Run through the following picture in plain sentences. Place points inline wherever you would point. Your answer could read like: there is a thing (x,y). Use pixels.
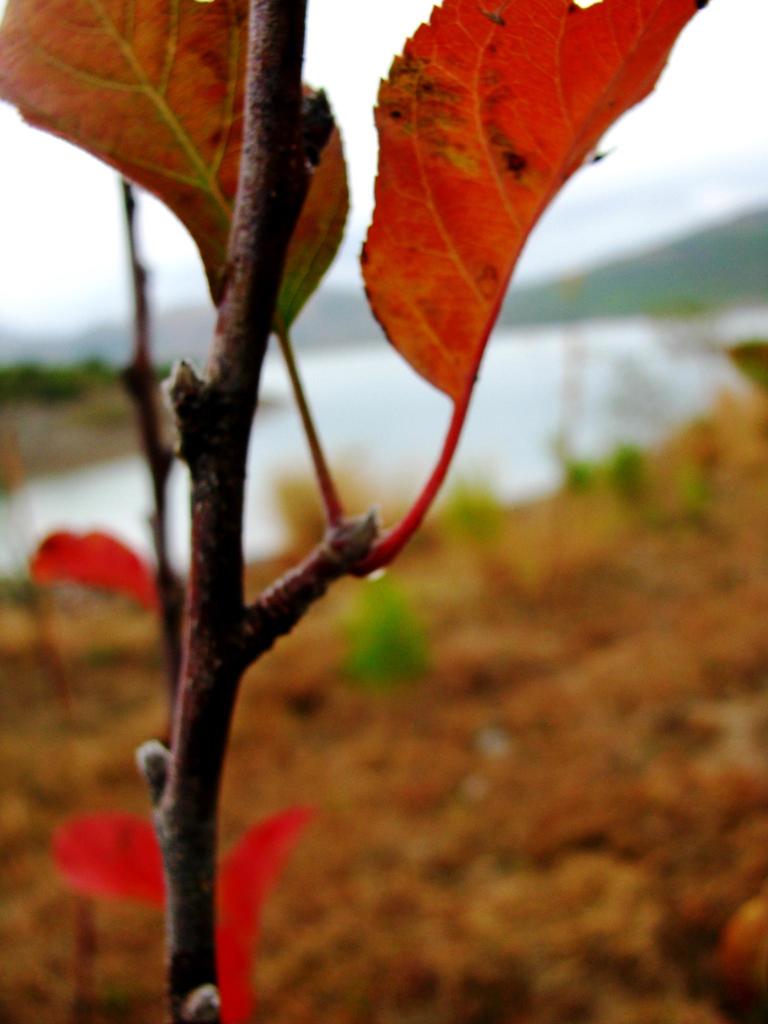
In this image, we can see a stem (194,569) of a plant (203,448), there are leaves (132,119) and there is a blur background (630,634), we can see ground (595,507) and water (599,367).
